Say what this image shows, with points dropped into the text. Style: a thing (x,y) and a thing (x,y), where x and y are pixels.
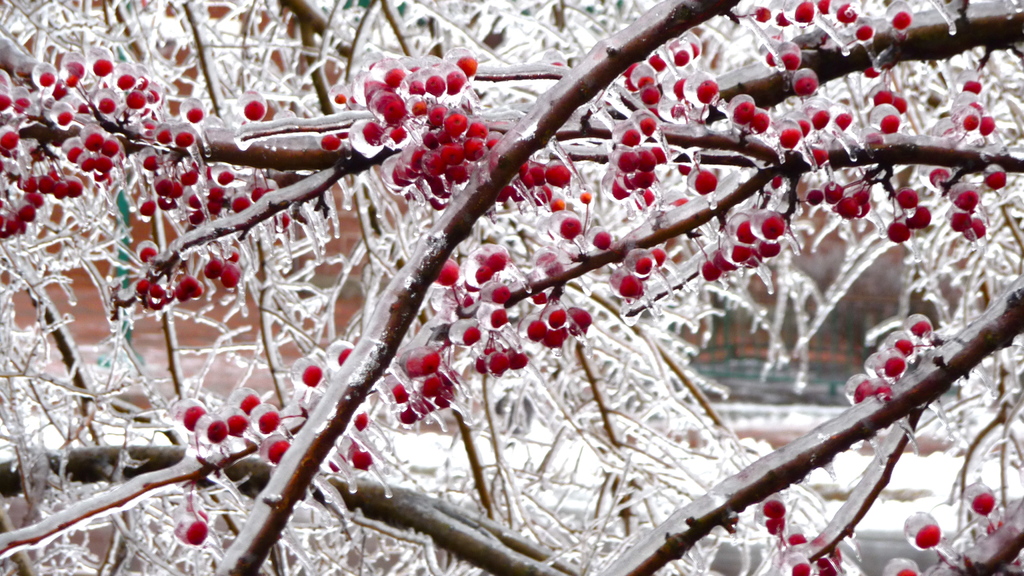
In this image in the foreground (372,390) there is a tree (512,385) and also we could see some fruits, and there is a blurry background (835,269).
